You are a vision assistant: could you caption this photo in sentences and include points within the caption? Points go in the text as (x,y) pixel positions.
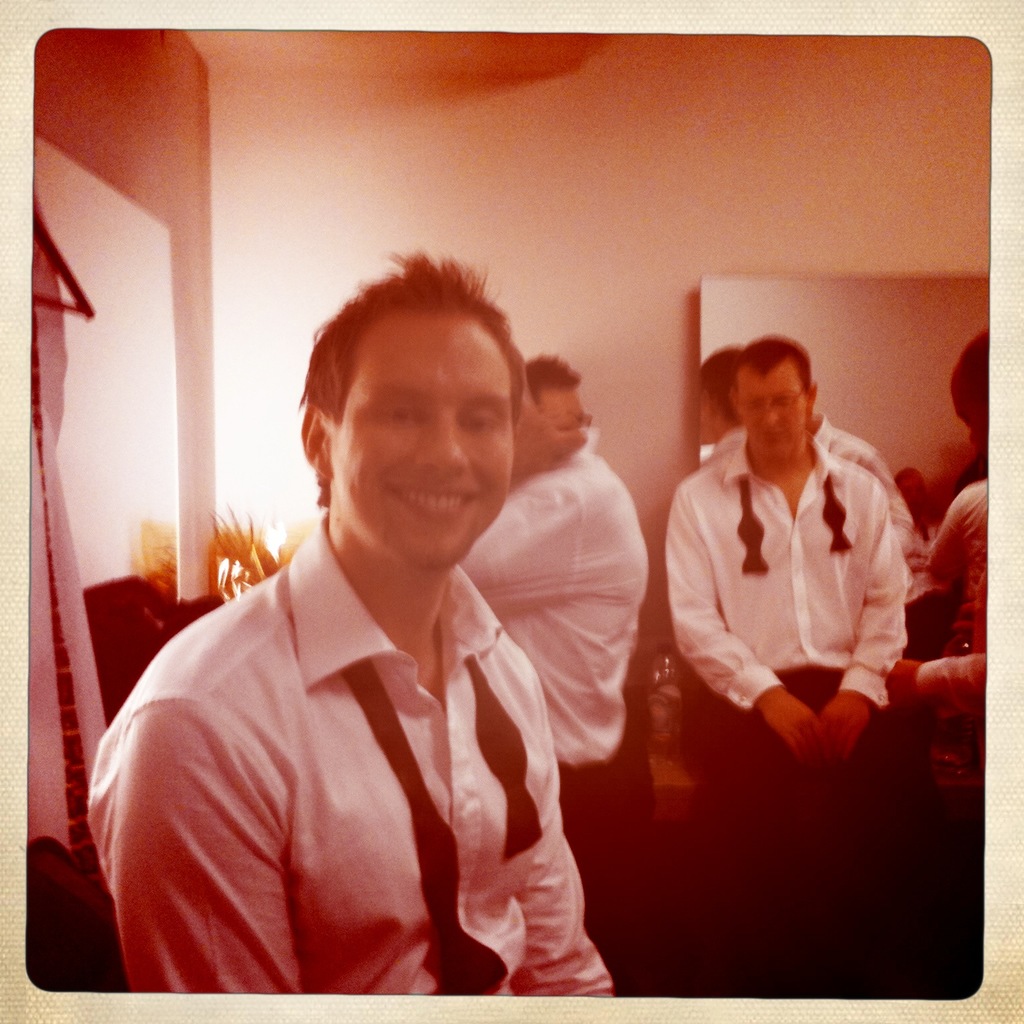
This is the picture of a photo and in the photo we can see some people (829,572) in a room (846,593) and there are some objects (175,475) and we can see the wall (716,258) in the background (256,400).
